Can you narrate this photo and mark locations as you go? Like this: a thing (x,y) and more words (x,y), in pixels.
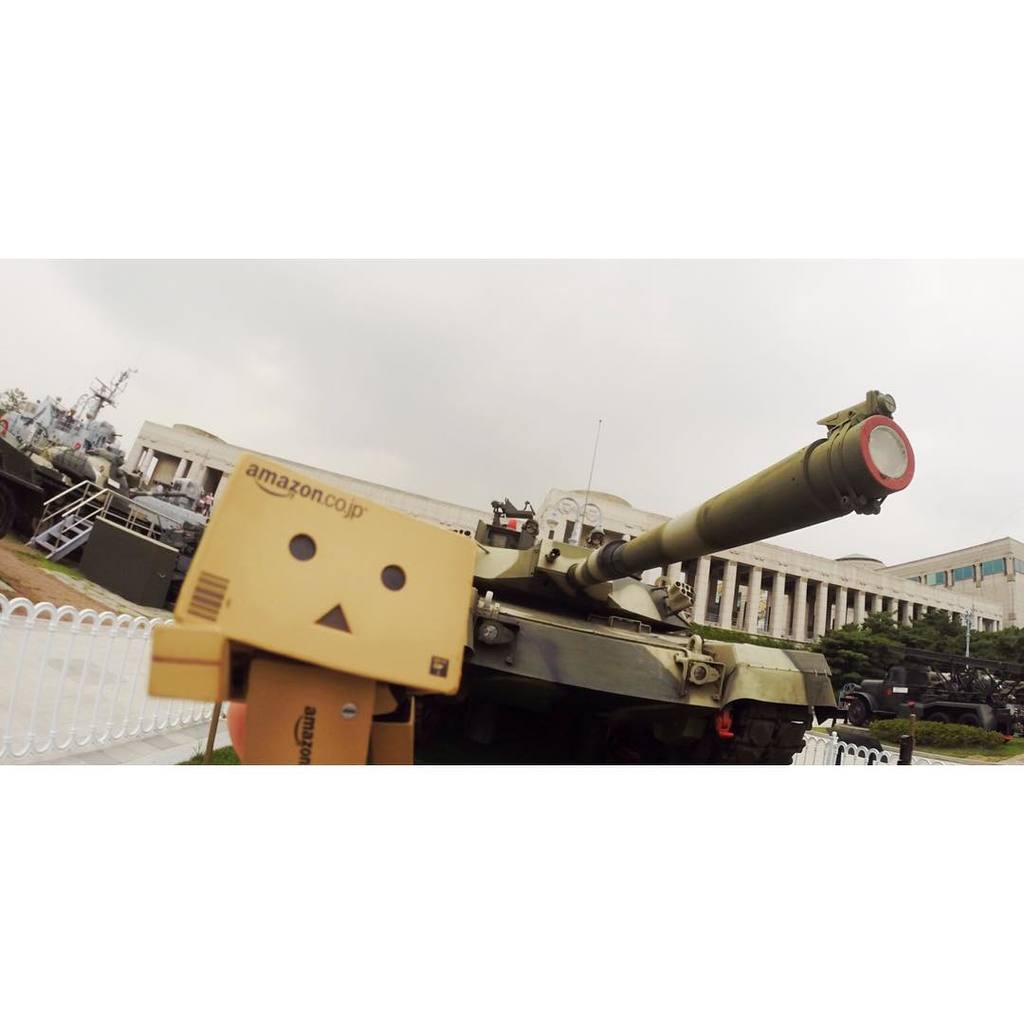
In the picture I can see the tanker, cardboard boxes (203,692), fence (23,604), shrubs (997,741), trees (848,669), building (979,629) and the cloudy sky (1006,523) in the background (977,561).
